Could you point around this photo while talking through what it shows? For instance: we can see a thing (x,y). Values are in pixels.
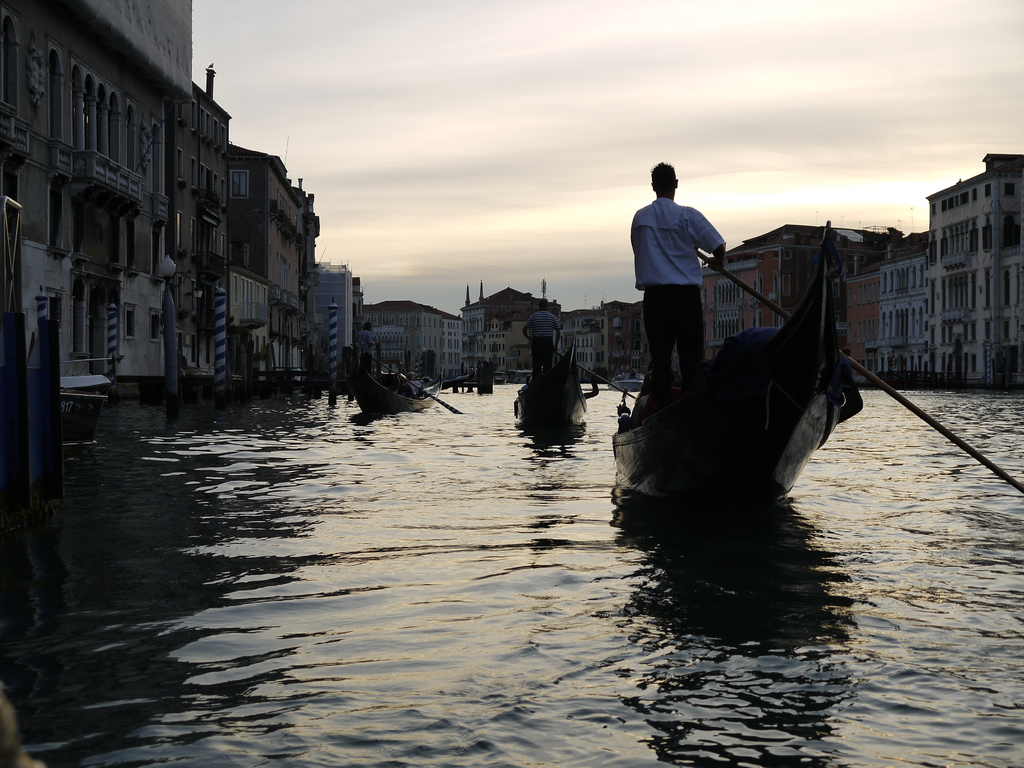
In this image we can see a few people (653,369) on the boats (711,407), and holding paddles (767,301), there are buildings (86,195), windows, light pole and the water (586,489), also we can see the sky (549,122).
